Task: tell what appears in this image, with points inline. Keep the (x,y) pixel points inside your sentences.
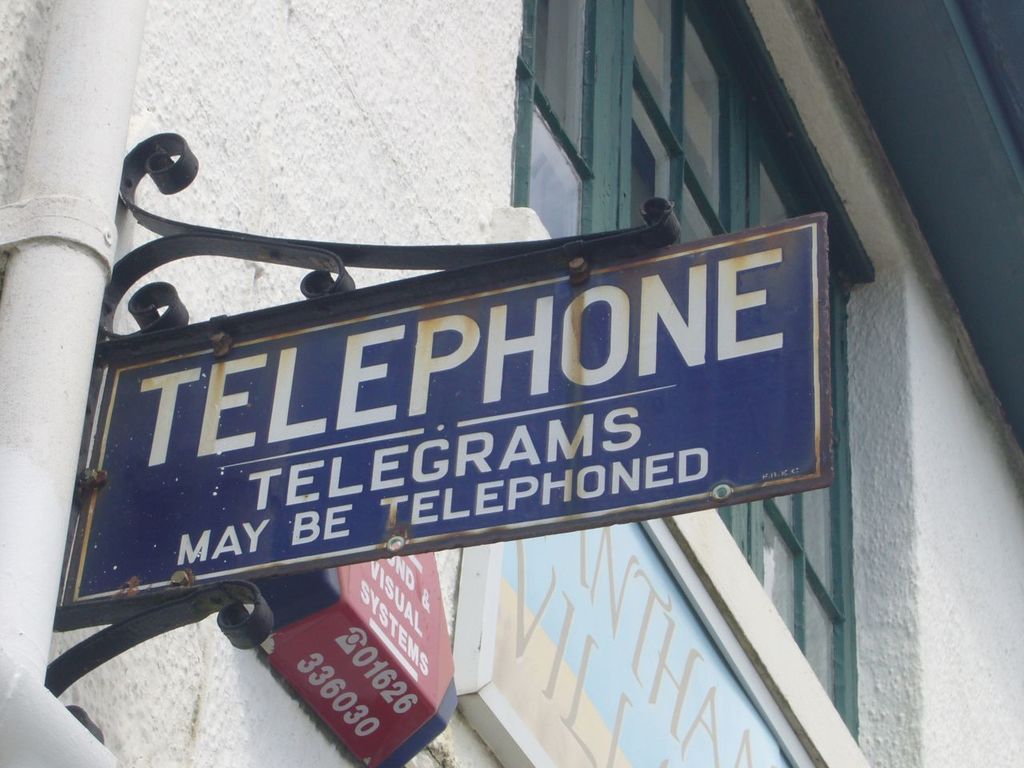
In this image in the center (567,484) there are some boards (469,587), on the boards (536,515) there is text (417,515). And in the background (196,720) there is a building (914,219), and on the left side of the image (86,282) there is a pipe (53,261). And in the center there is a window (790,554).
